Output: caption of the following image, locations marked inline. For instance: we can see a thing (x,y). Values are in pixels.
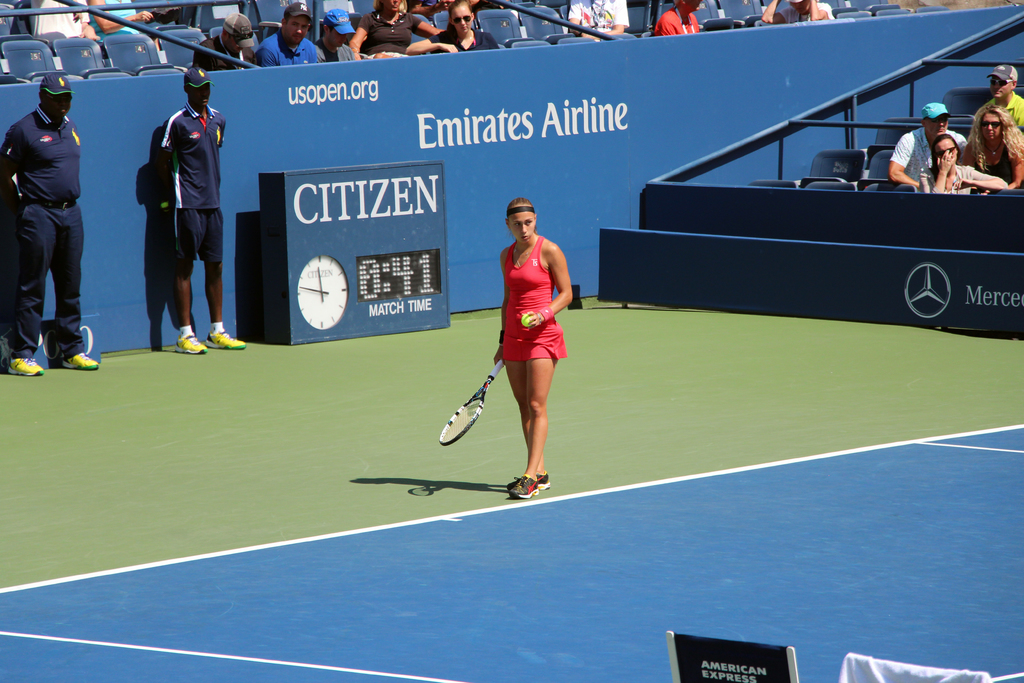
In this image I can see two men (219,236) and a woman (502,359) are standing. I can see she is holding a racket (465,420) and a ball (524,324), here I can see both of them are wearing caps (55,87) and there I can see a clock (329,274). In the background (319,51) I can see number of people (391,2) and most of them are wearing caps (937,108).
